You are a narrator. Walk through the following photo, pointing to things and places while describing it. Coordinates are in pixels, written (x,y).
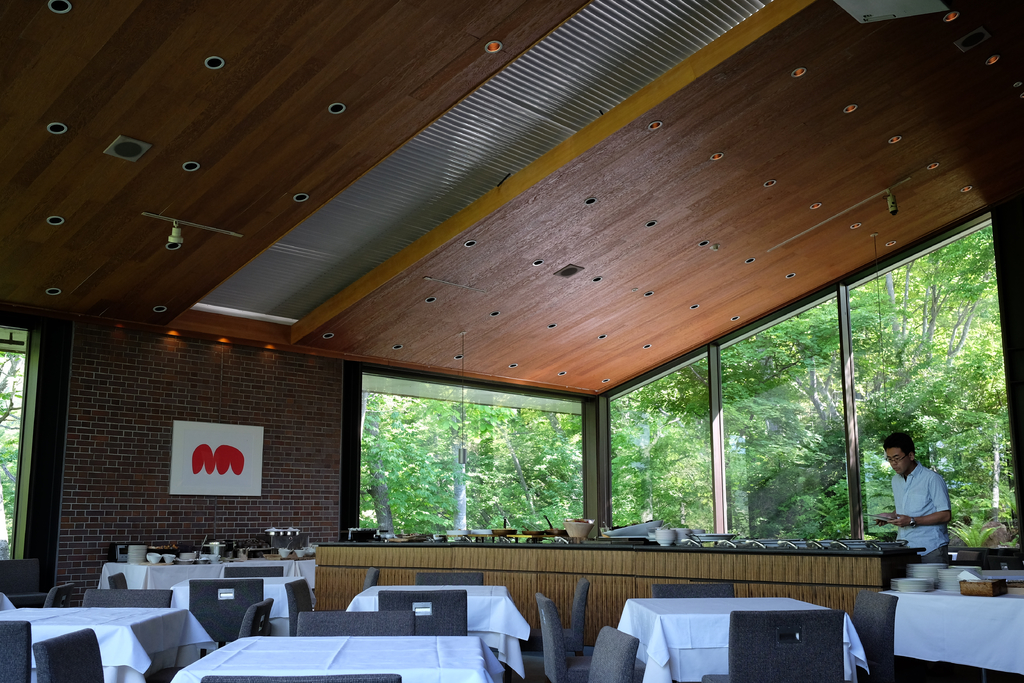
This is the picture of a room (86,534). In this image there is a person (905,493) standing and holding the object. There are plates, bowls (673,540) and objects (631,536) on the table (477,554). There are tables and chairs (159,597) and the tables (362,659) are covered with white color cloths (995,612). At the back there is a board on the wall (110,518). There are trees (386,449) behind the window (708,443). At the top (162,219) there are lights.
